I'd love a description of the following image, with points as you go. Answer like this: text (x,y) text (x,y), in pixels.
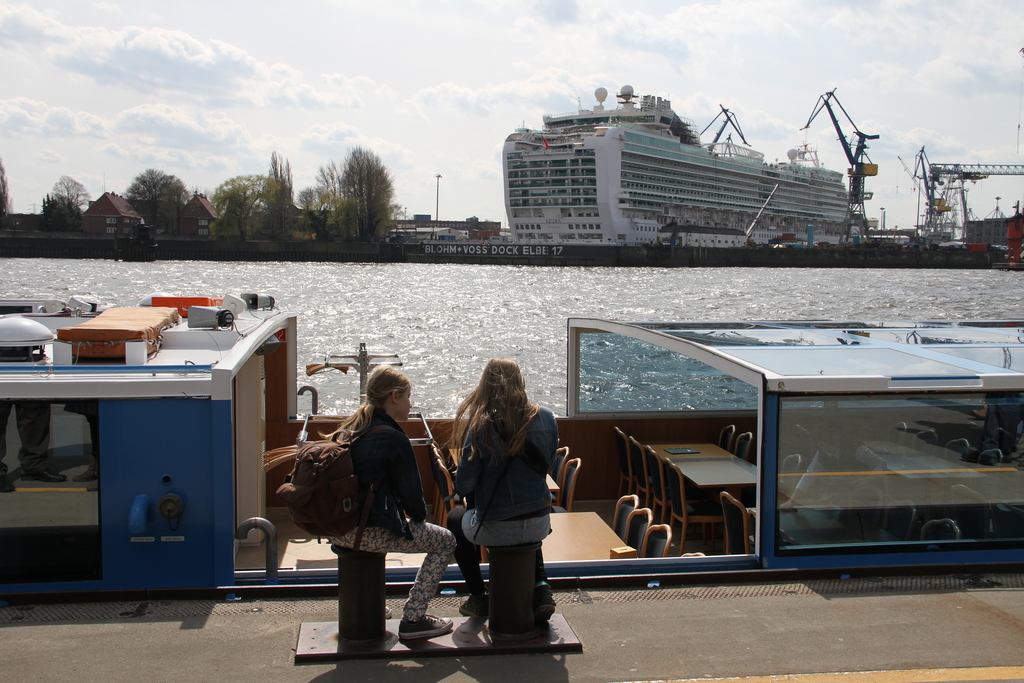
on the bottom of this image (399,488) I can see there are two women (412,489) sitting on the platform (641,624). One woman (375,495) is wearing brown bag (319,475). In the centre of the image (416,318) I can see water (506,299). And here is a boat (606,486) having some chairs (627,525) and table (578,539) in it. In the background (242,218) I can see some houses (179,229) and some trees (359,203). The sky (238,75) is full clouds (193,128). here I can see a building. On the right side of this image (945,212) I can see a tower (931,206).
